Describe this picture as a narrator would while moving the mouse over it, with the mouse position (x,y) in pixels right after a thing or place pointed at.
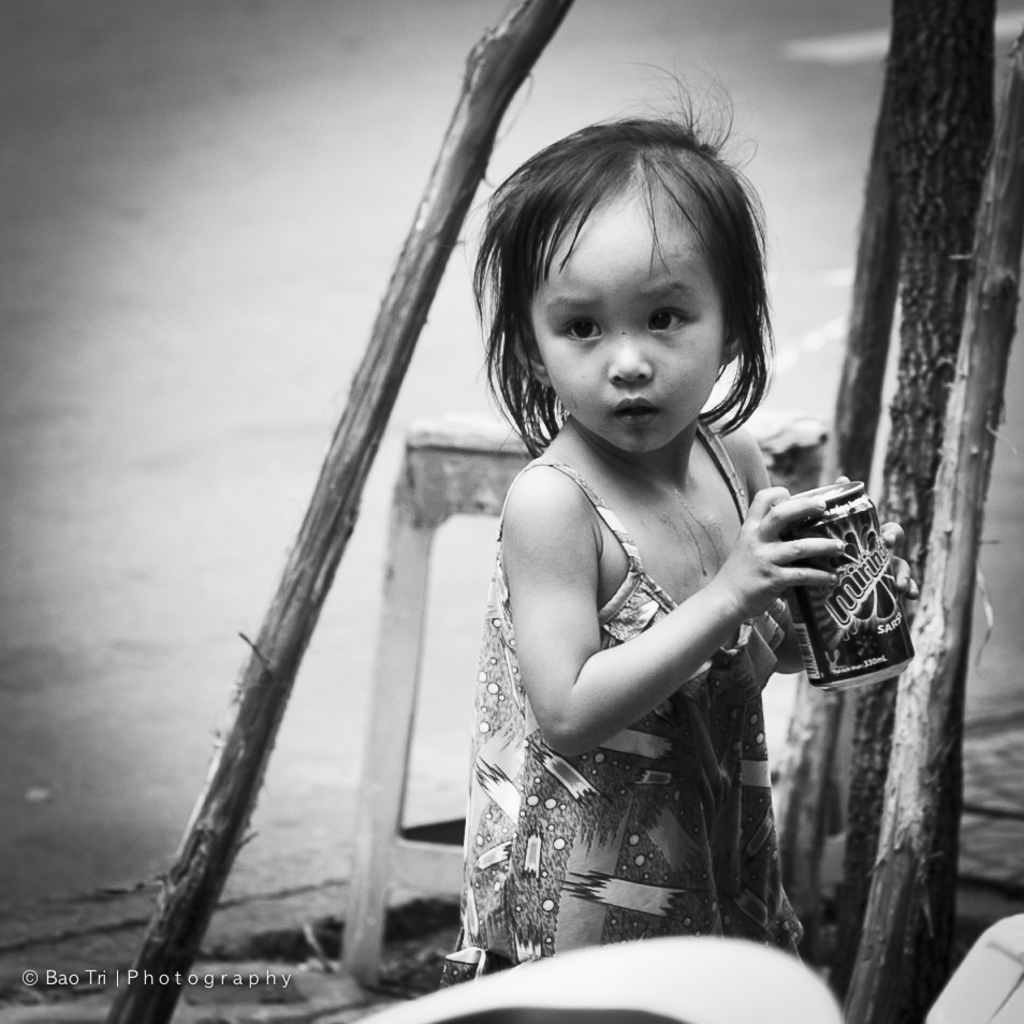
In the picture we can see a girl child (728,898) standing on the path (127,806) and holding some tin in her hands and besides to her we can see some bamboo sticks (1006,190) and behind her we can see a stool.
